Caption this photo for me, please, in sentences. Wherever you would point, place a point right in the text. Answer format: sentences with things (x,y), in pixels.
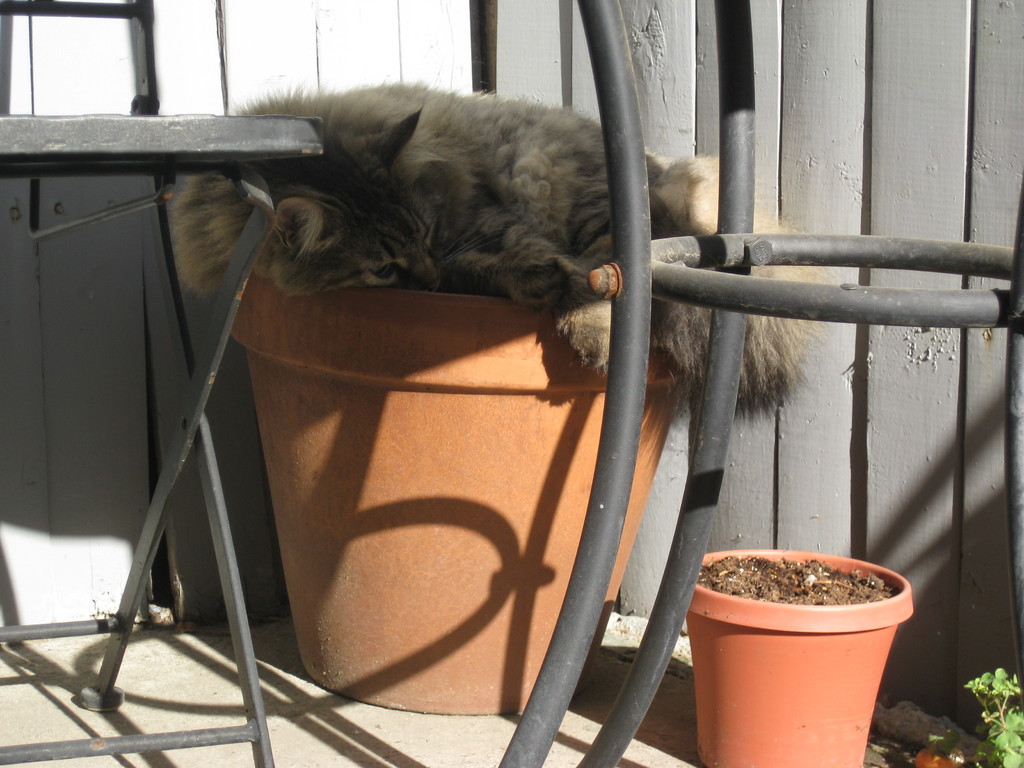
In the image we can see some chairs (827,239). Behind the chairs (1021,556) there are some plants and there is a cat (524,300) on a pot (449,307). Behind the cat (438,281) there is wall (944,494).
